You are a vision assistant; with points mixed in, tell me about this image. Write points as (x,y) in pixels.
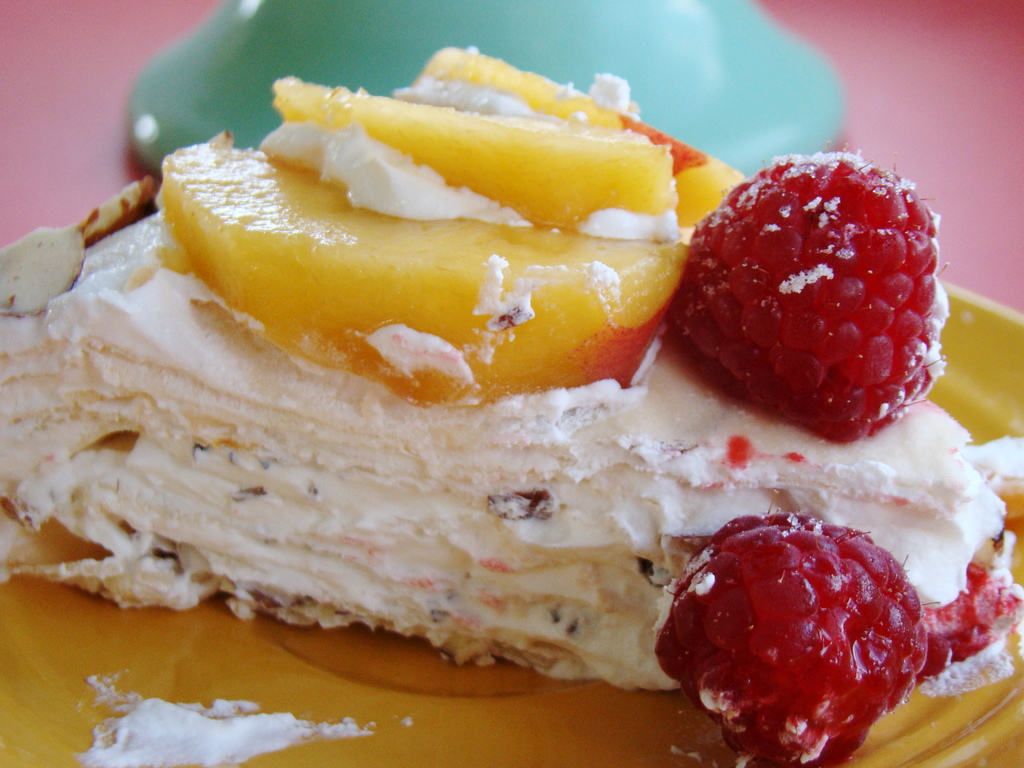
In the image we can see there is a pastry (505,420) and there are fruits (839,289) kept on it.
